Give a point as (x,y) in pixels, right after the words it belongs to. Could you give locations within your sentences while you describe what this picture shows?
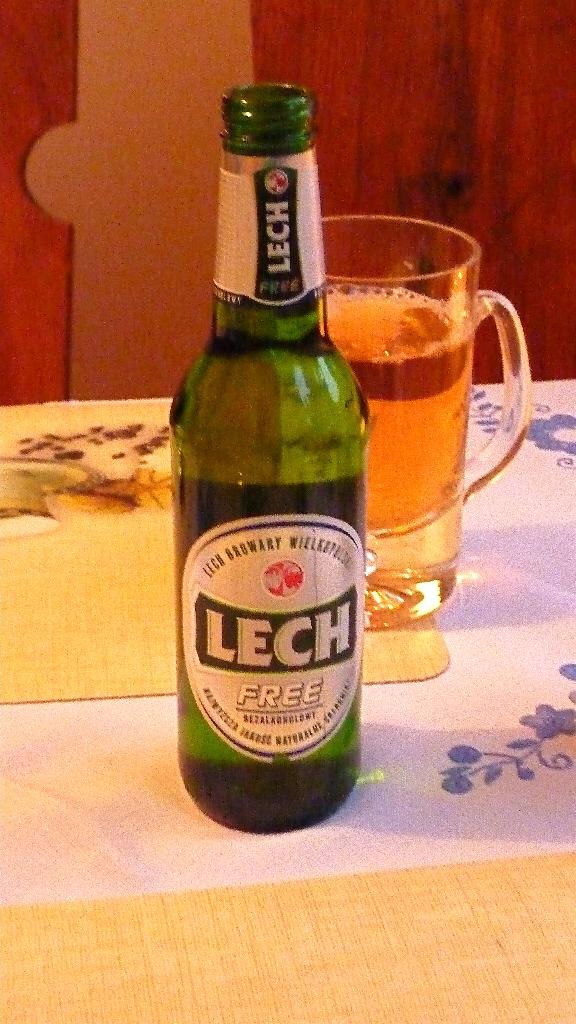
This picture shows a beer bottle (359,447) and a beer glass (519,401) on the table (216,993).
